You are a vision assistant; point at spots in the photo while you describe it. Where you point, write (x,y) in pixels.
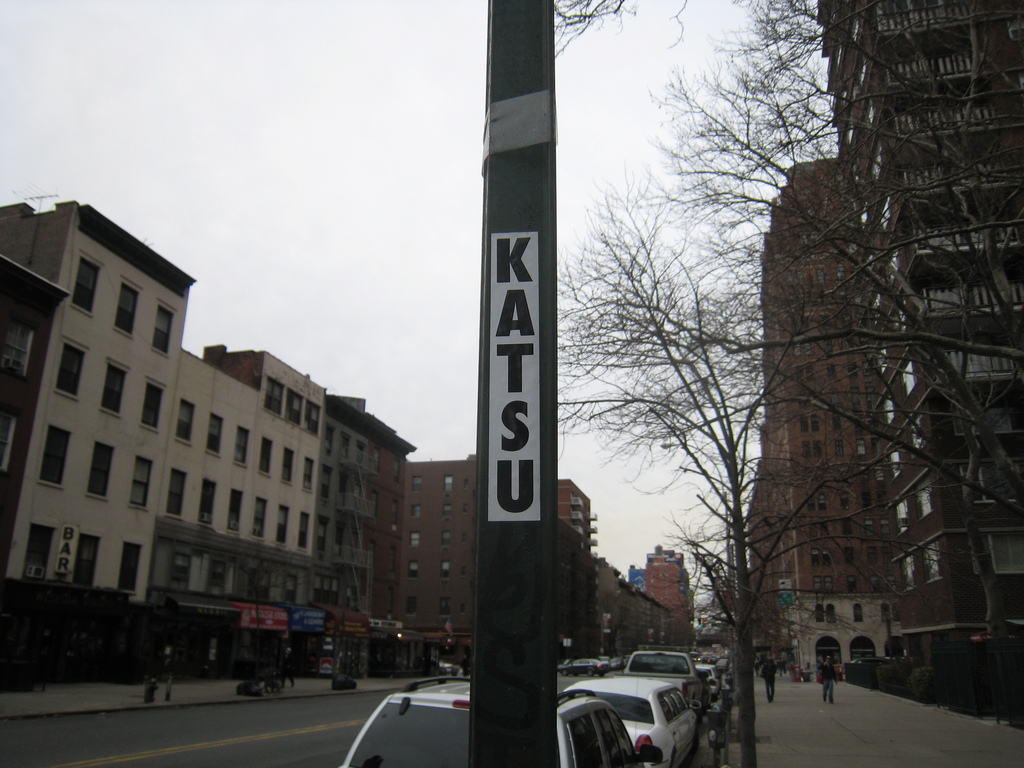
This image is clicked outside. On the left (189,403) and right, there are buildings (1019,246). On the right (823,592), there are trees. In the front (595,737), we can see many vehicles (566,719) parked on the road (145,723). At the bottom (102,743), there is a road (167,738). And we can see few people (826,672) in this image. In the front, there is a pole (490,602). At the top (235,193), there is sky (298,211).
